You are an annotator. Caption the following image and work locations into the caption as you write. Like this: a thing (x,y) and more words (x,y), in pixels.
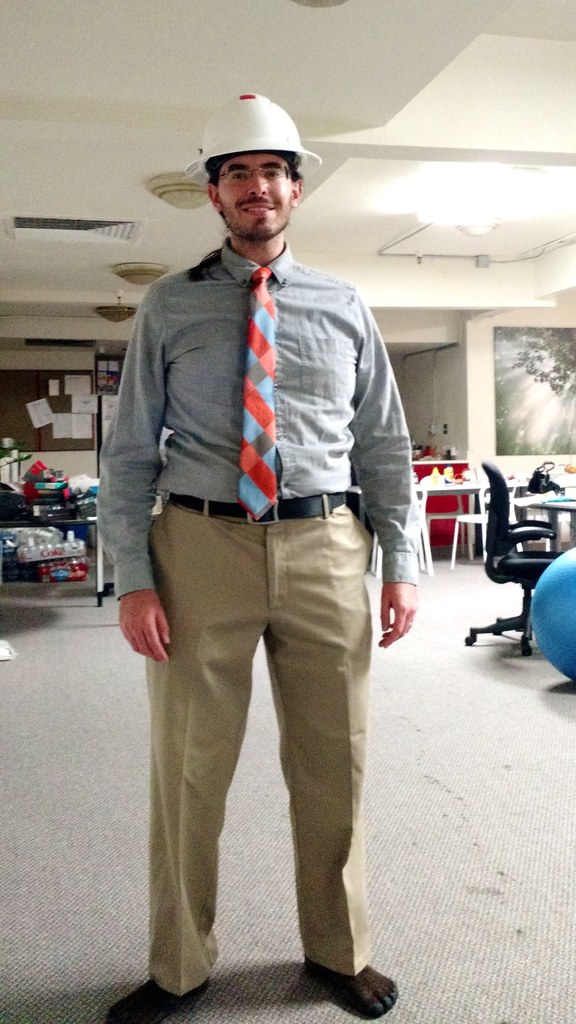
In this picture there is a man (178,482) who is standing in the center of the image (363,427) and there are chairs (496,487) on the right side of the image (434,528).
